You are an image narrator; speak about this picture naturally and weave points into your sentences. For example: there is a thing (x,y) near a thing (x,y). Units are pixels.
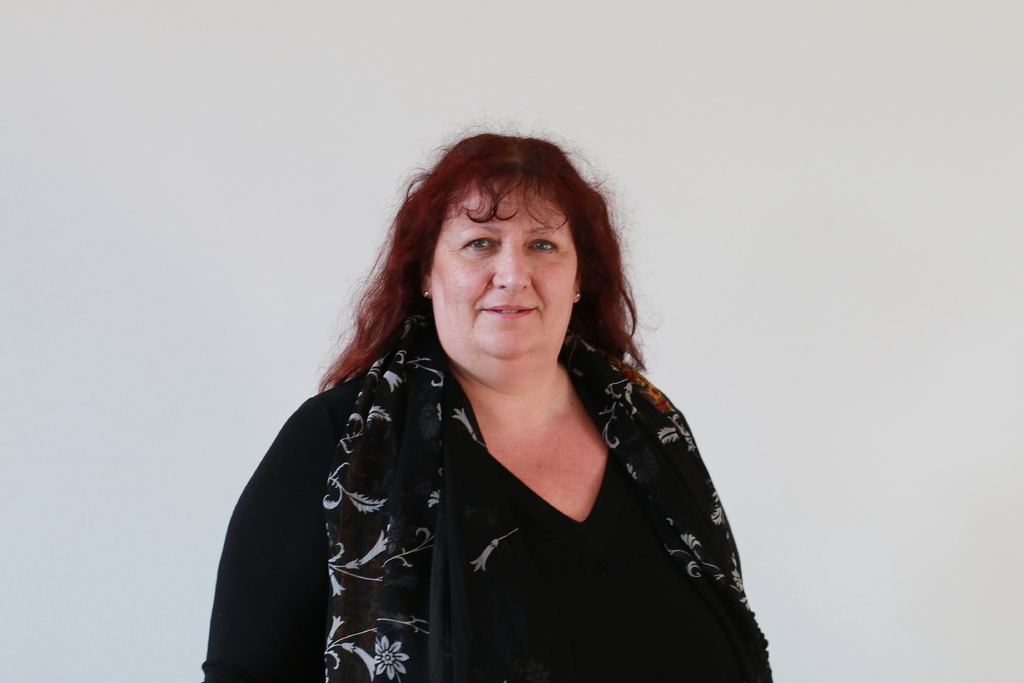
In this image in the center (449,320) there is one woman (382,366) who is wearing a black dress (606,589) and scarf (632,463), and there is a white background (868,375).
